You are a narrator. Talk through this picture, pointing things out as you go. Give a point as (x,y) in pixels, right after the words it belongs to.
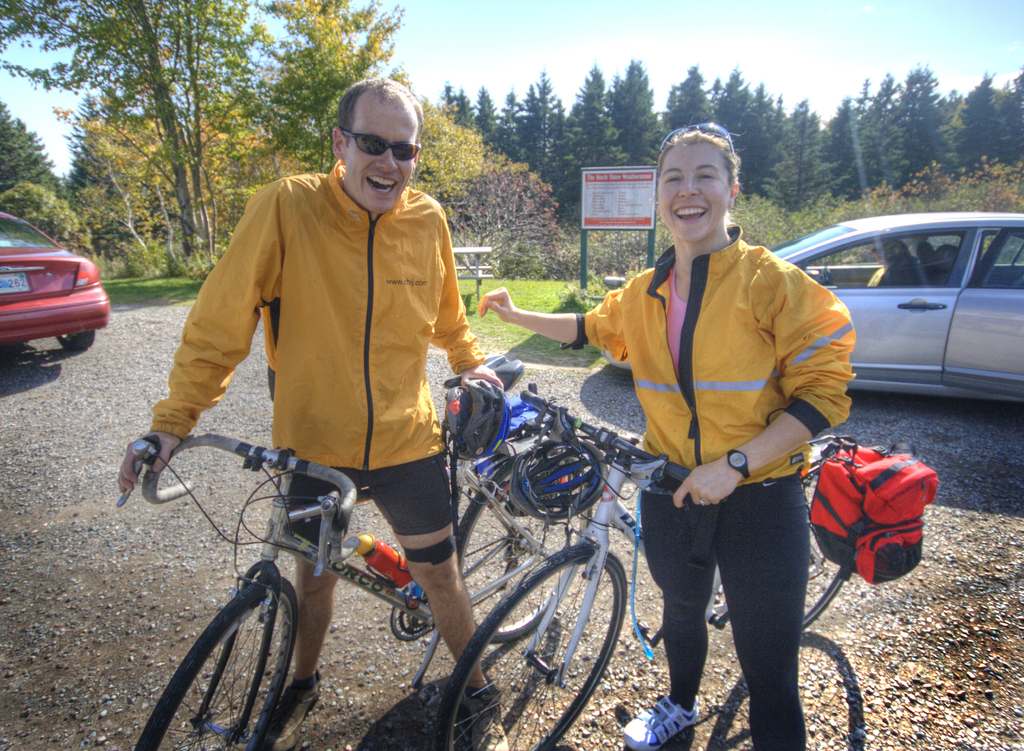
This man (381,343) and this woman (730,342) wore jackets (333,326) and smiling. These two persons (679,225) are holding bicycles (586,431) and helmets (488,430). On this bicycle (557,559) there is a bag (847,497). We can able to see vehicles (80,328) on road (58,379). Far there are number of trees (237,117). On this grass (540,281) there is a board (610,188) with stand (583,251).
